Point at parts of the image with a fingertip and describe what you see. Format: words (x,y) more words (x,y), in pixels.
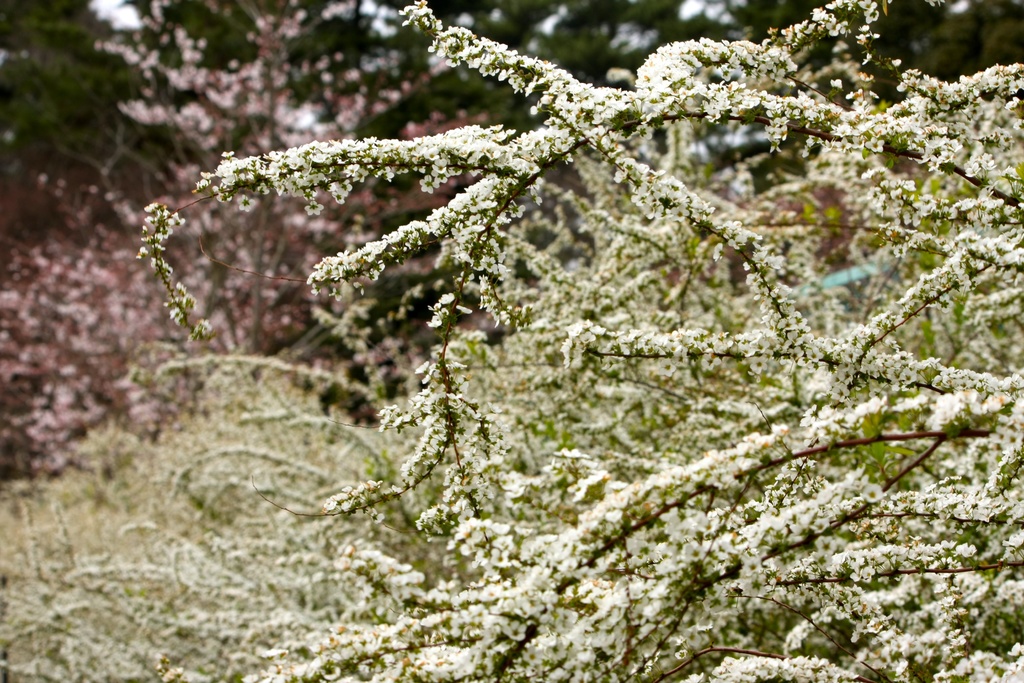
In this image, we can see plants (655,474) with tiny leaves (480,434) on it and at the back (249,59) we can see trees (608,30) which are green in color.
